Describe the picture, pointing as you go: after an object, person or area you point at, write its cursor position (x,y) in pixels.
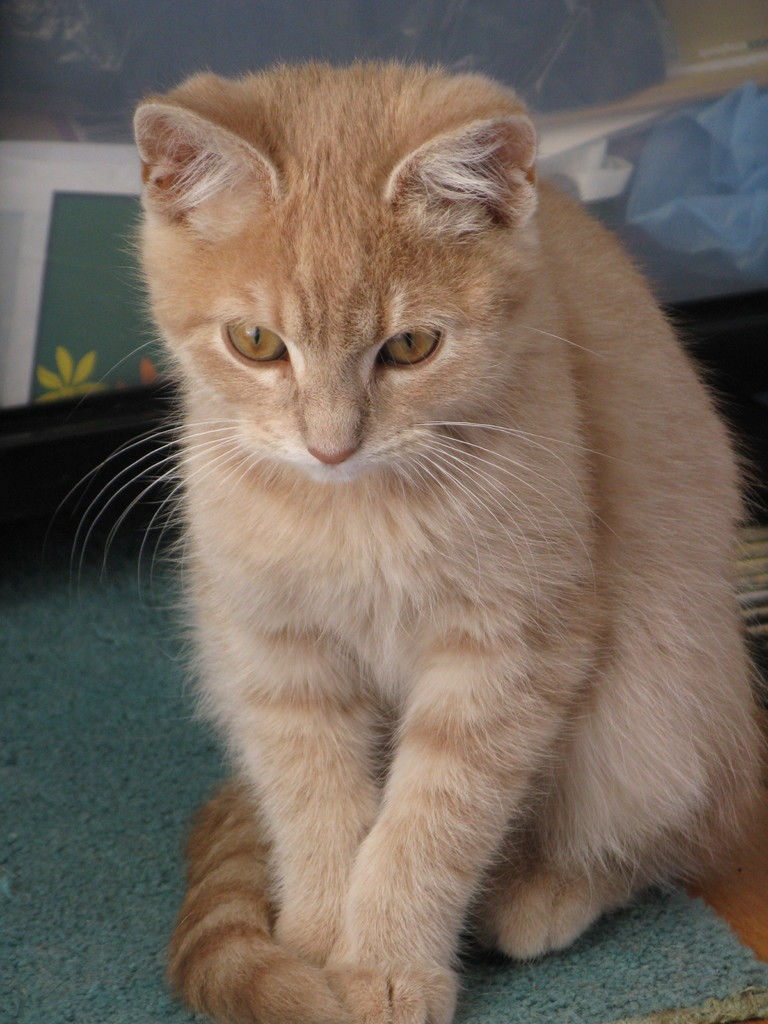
In this image we can see the cat (495,912) on the cloth (36,757) and at the back (280,44) it looks like a cover (600,101) with a design (65,367).
